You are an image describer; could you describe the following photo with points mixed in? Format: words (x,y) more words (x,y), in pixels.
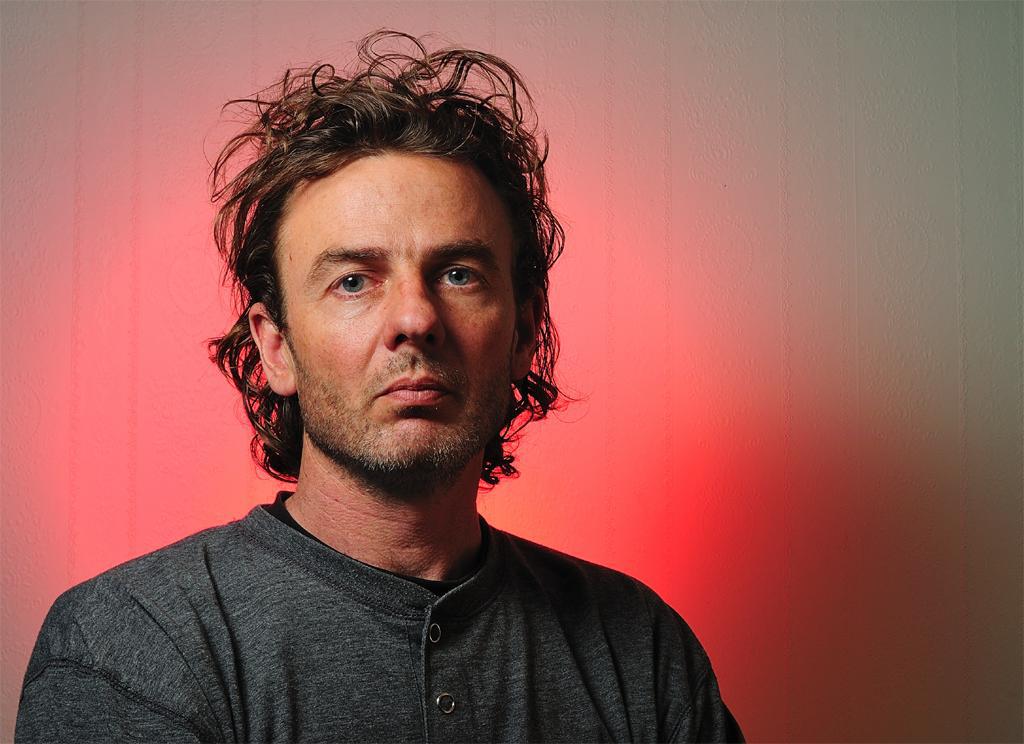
In this image in the center (495,271) there is one man (433,423), and in the background (762,349) there is a wall (791,371).
